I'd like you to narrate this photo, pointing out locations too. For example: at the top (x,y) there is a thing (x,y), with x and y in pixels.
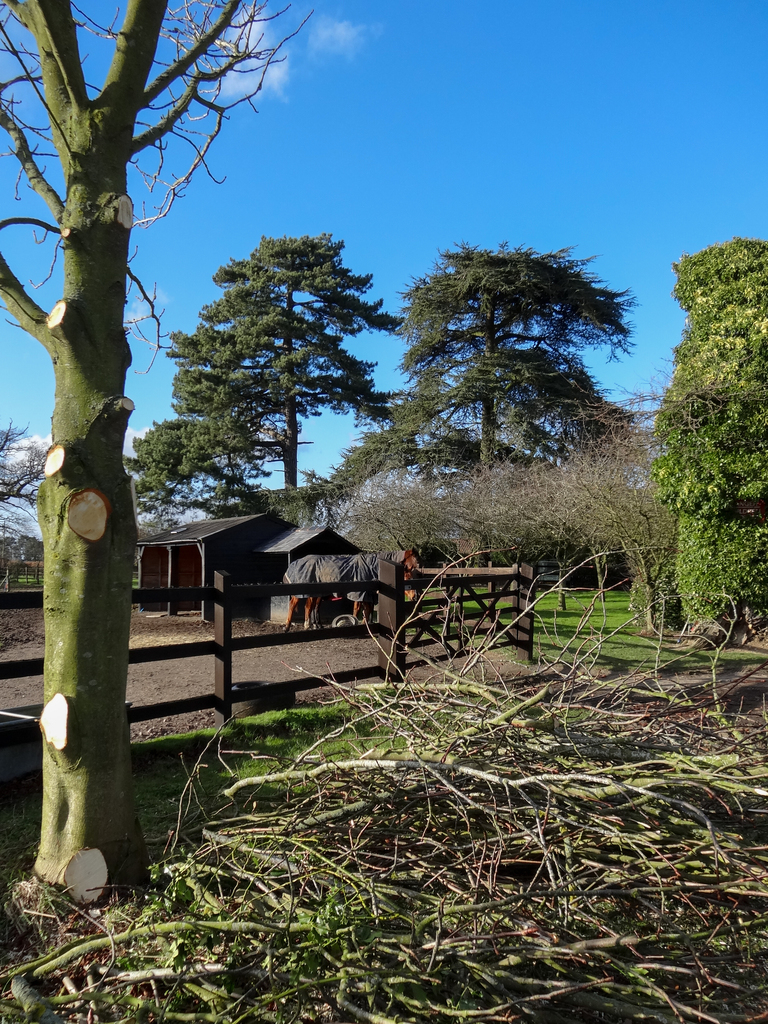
There is a fencing (335,591) and a shelter (251,570) in the middle of this image (263,577), and there are some trees (478,476) in the background (367,492). There is a blue sky (378,135) at the top of this image (385,150).
